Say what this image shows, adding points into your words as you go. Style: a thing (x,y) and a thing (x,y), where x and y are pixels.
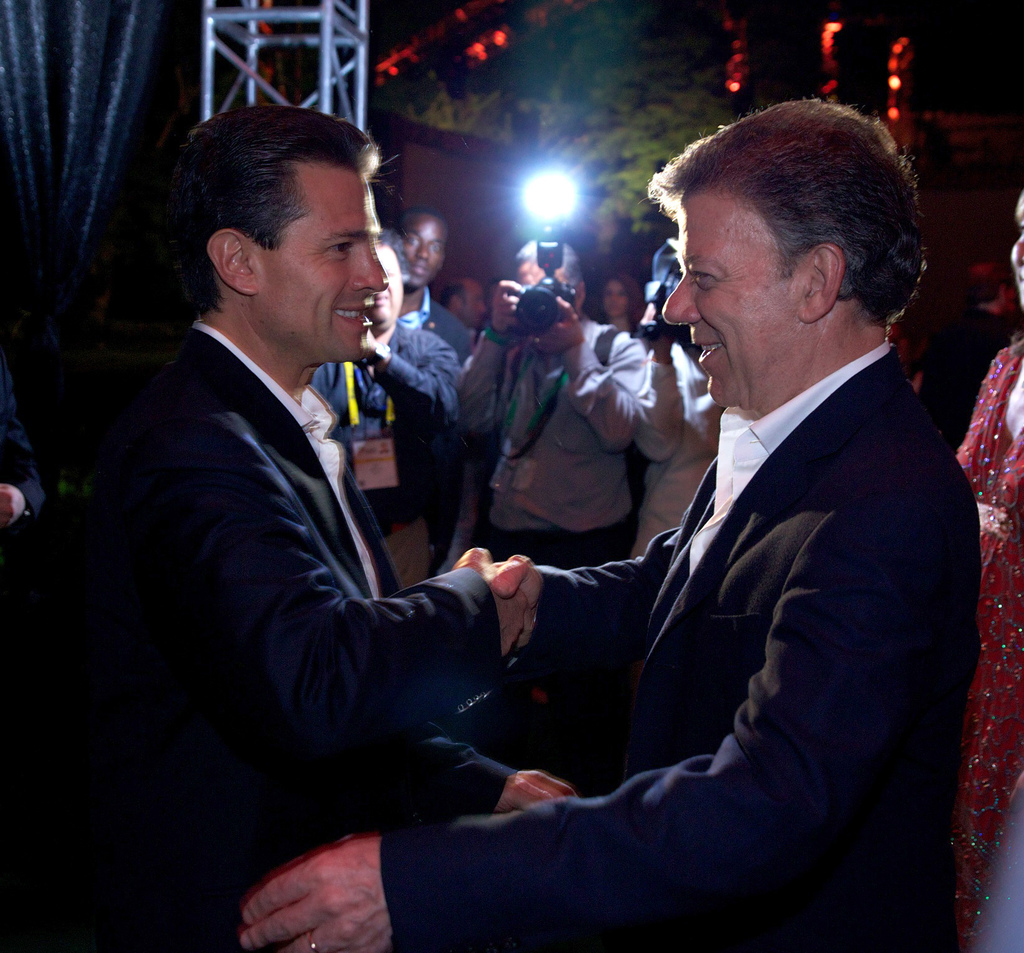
As we can see in the image there are few people (439,490) here and there, camera (555,252) and trees (625,91). The image is little dark.
